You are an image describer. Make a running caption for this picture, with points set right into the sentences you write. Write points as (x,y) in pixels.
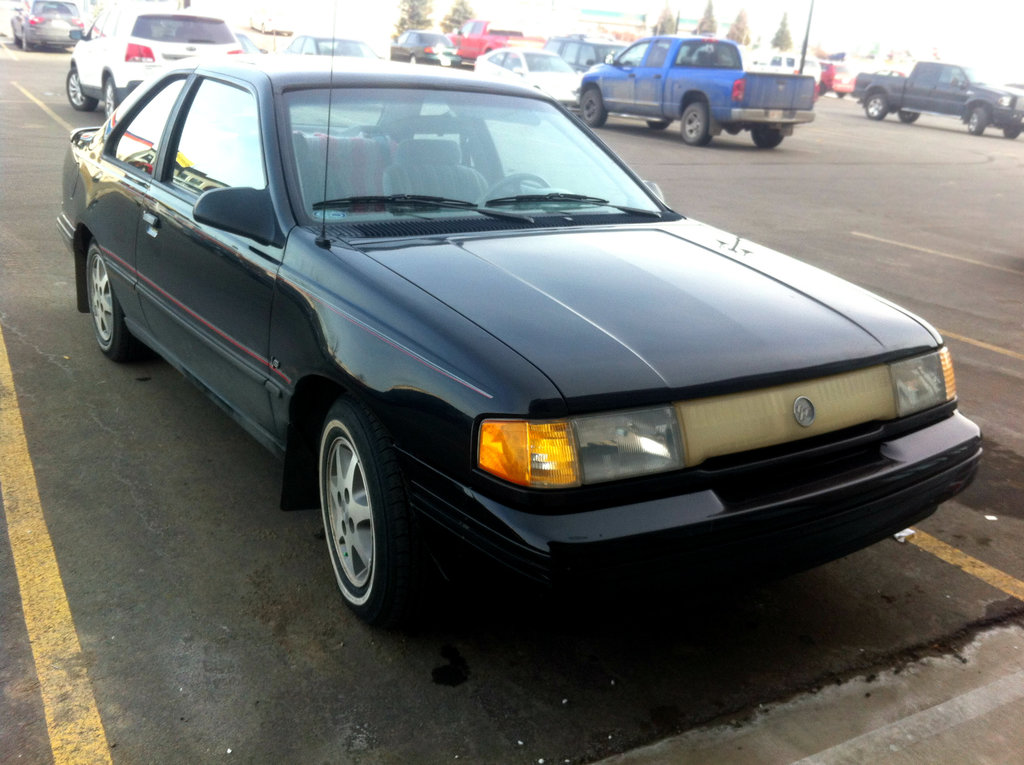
In this image we can see cars (466,127) on the road (878,209). In the background of the image (409,11) there are trees (455,15).
